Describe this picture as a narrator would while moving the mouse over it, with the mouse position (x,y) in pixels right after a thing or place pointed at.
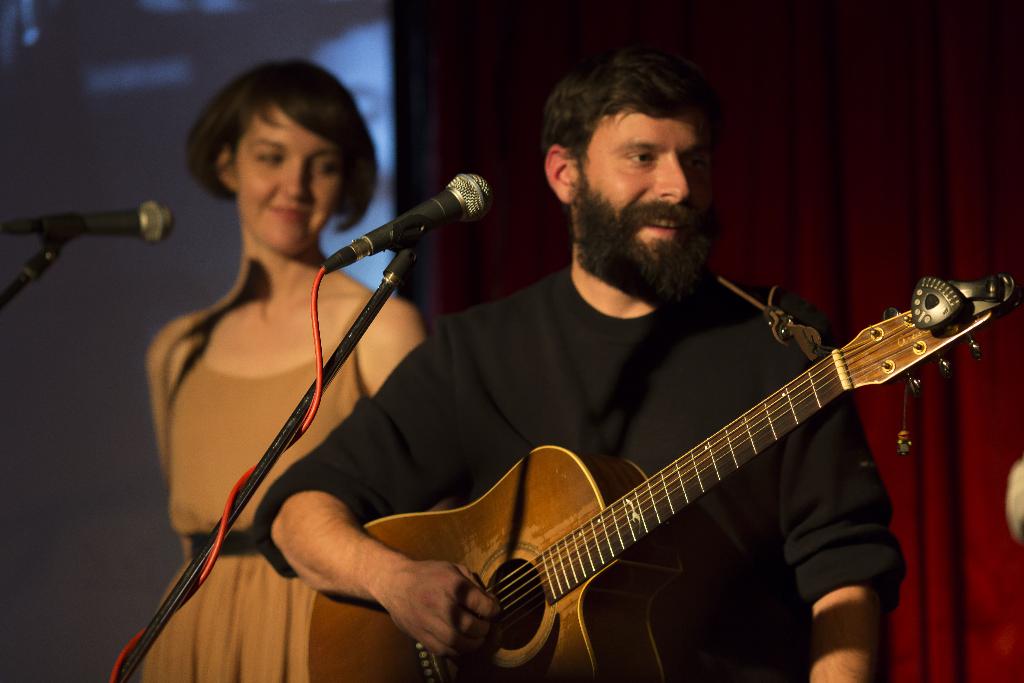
There is a man (417,572) playing guitar (907,337) in front of microphone (365,242) and girl (288,656) beside him.
